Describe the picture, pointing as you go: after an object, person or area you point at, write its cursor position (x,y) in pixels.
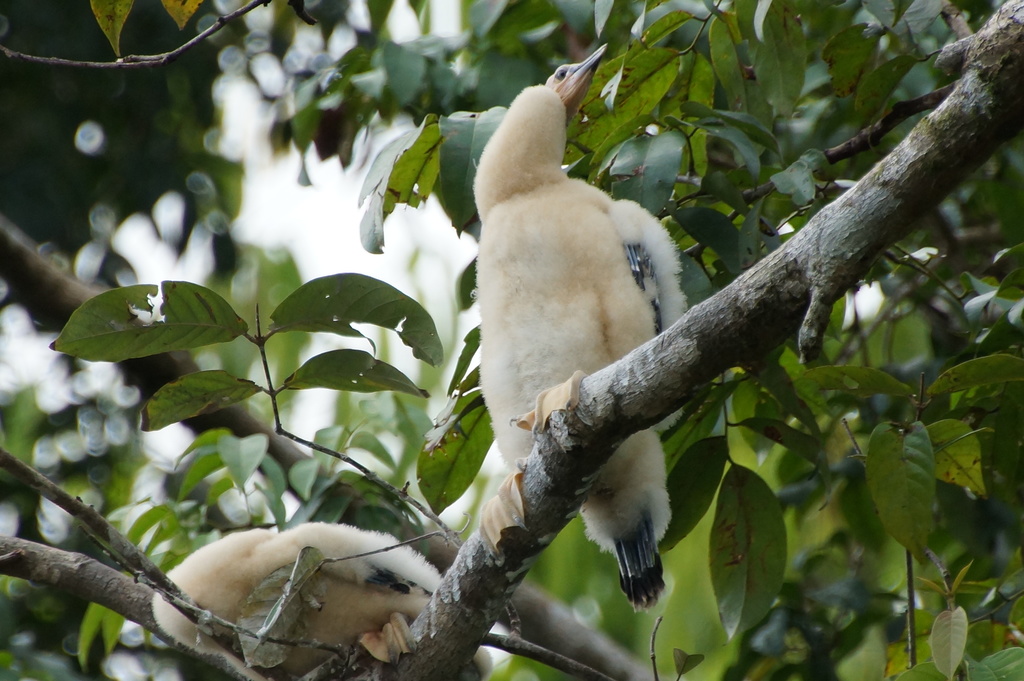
In this image we can see two white color birds (571,341) on the branches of a tree (283,278), also we can see the sky (285,232).
